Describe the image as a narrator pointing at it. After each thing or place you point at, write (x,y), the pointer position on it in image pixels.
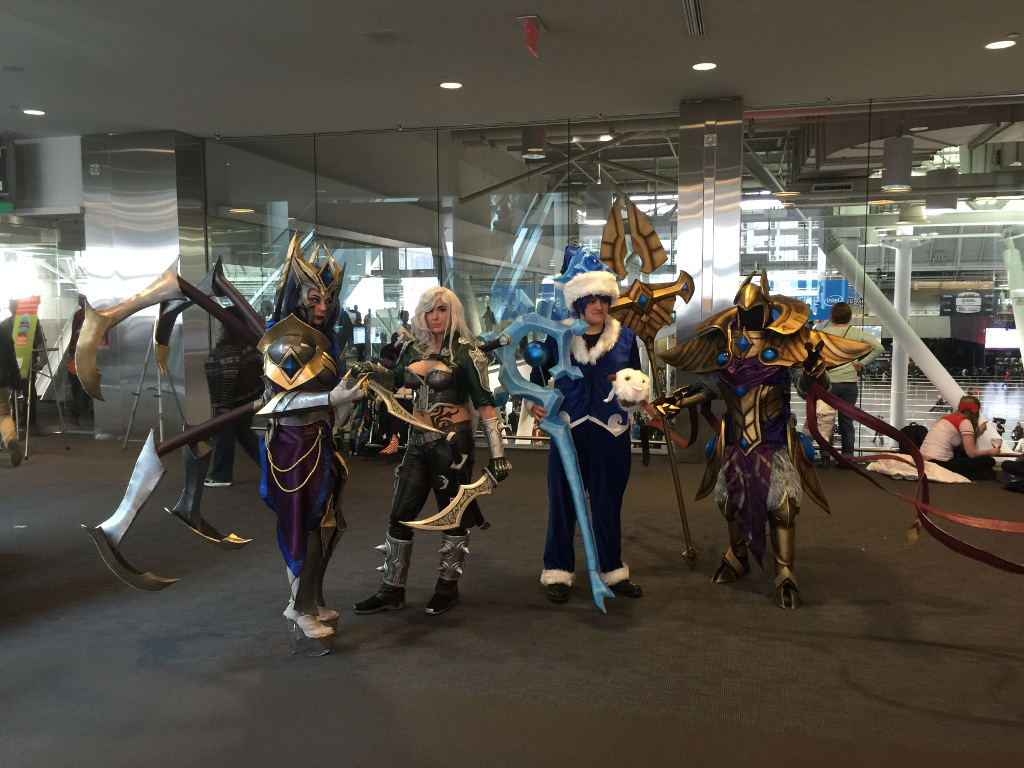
Front these four people (755,480) are standing and holding weapons (555,409). Background (871,216) there is a glass wall (802,167) and people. These are lights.
